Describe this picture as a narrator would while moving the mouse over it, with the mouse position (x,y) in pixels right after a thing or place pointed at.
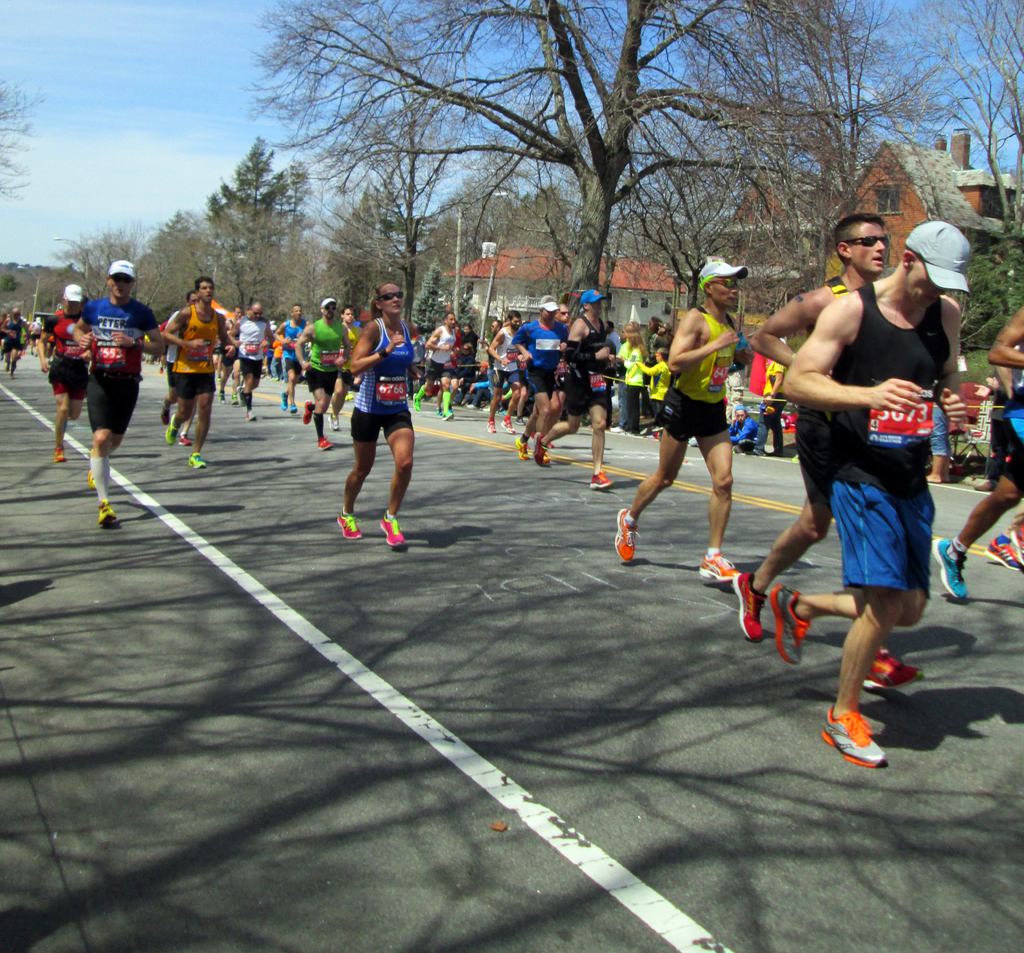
In the center of the image (376,348) we can see people (393,437) running on the road (677,645). In the background (805,177) there are trees (695,270), buildings (949,200) and sky (199,133).
